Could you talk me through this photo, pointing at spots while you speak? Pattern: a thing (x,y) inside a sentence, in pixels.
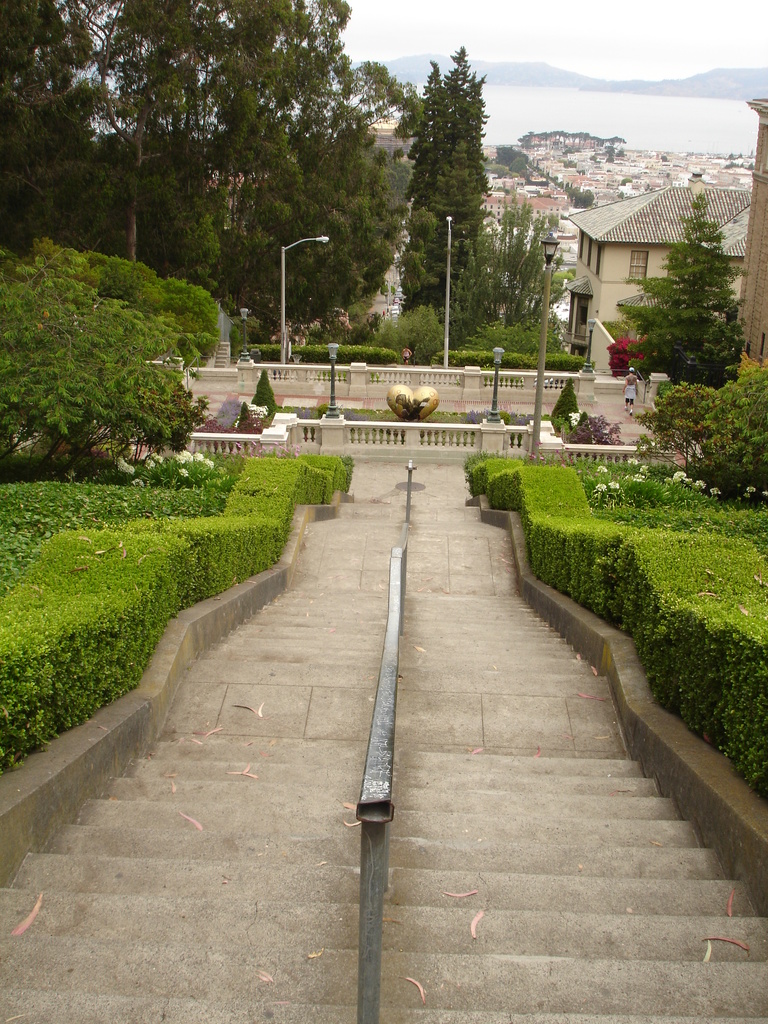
This is the picture of a city (615,314). In this image there are buildings (547,181) and trees (435,334) and poles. In the foreground (265,551) there is a staircase (360,737) and there is a hand rail (385,858) and there are plants (8,749) and flowers (688,482). At the back (521,76) there is a mountain (534,69). At the top (378,47) there is sky (347,35). At the back (553,106) there is water (641,106). On the right side of the image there is a person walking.
